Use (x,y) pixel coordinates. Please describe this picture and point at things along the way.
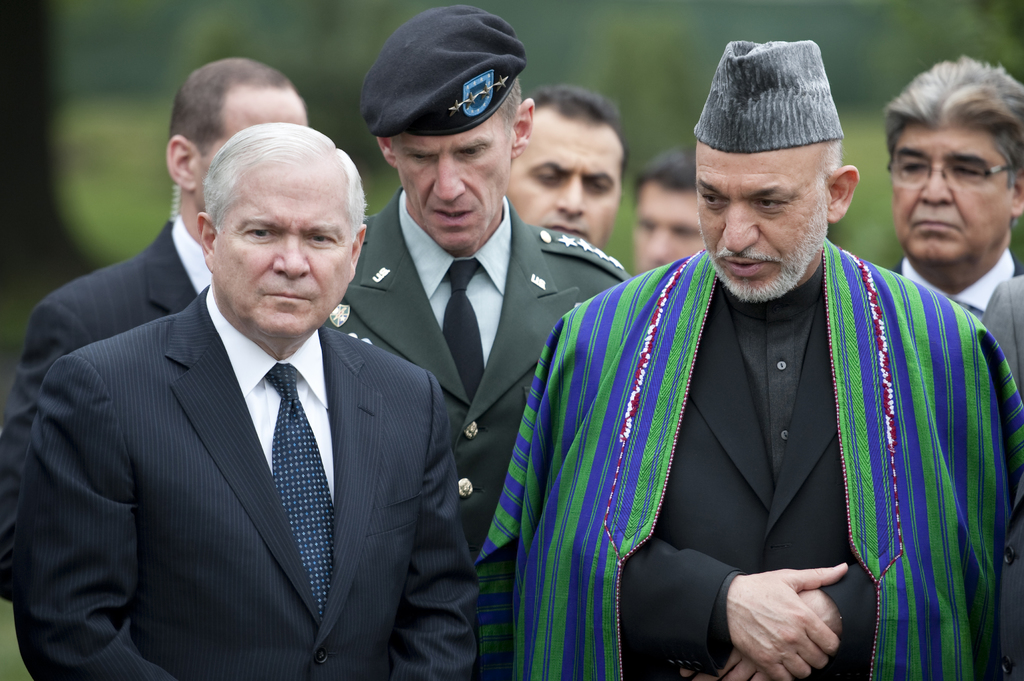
In the front of the image (510,334) there are people (527,351). Among them two people (781,291) wore caps (476,85) and one person (665,289) wore a shawl (636,369). In the background of the image (913,63) is blurred.
